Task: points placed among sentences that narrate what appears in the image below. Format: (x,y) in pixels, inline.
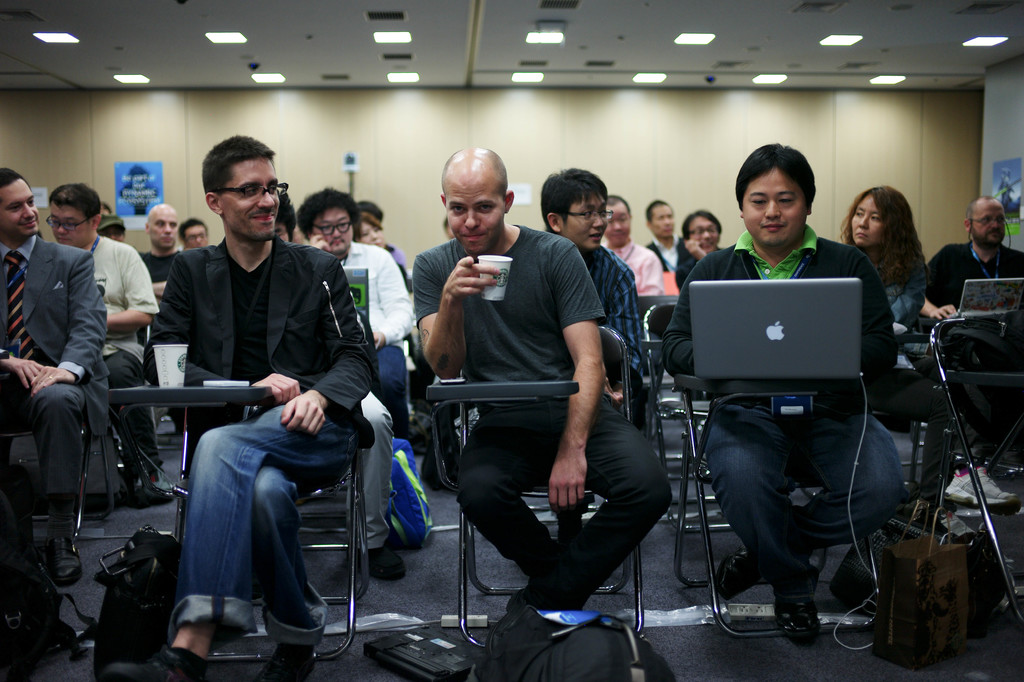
In this image we can see few persons (516,430) are sitting on the chairs (443,403) and there are laptops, glasses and objects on the pads (147,401) attached to the chairs (463,434) and we can see a man (484,334) is holding a cup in his hand (495,267). There are bags (499,651) and objects (364,645) on the floor (326,678). In the background (535,46) we can see posters (525,189) on the wall (201,195) and lights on the ceiling (527,57).
